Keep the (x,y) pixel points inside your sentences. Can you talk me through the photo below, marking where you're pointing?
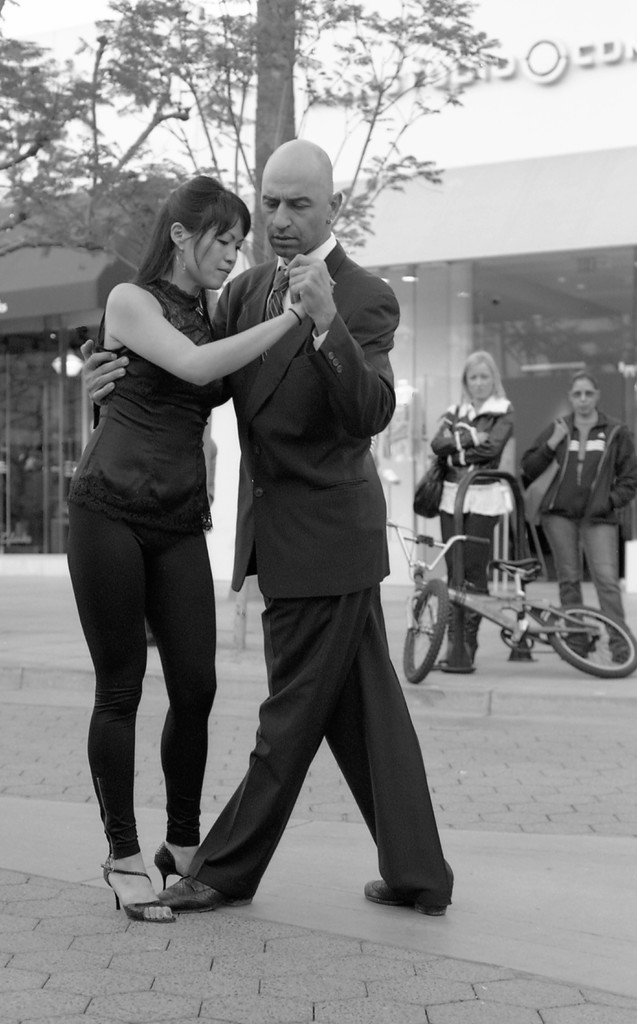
In this image I can see few people (258,528) are standing. I can also see a bicycle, few trees (156,220) and here I can see something is written. I can also see this image is black and white in colour.
